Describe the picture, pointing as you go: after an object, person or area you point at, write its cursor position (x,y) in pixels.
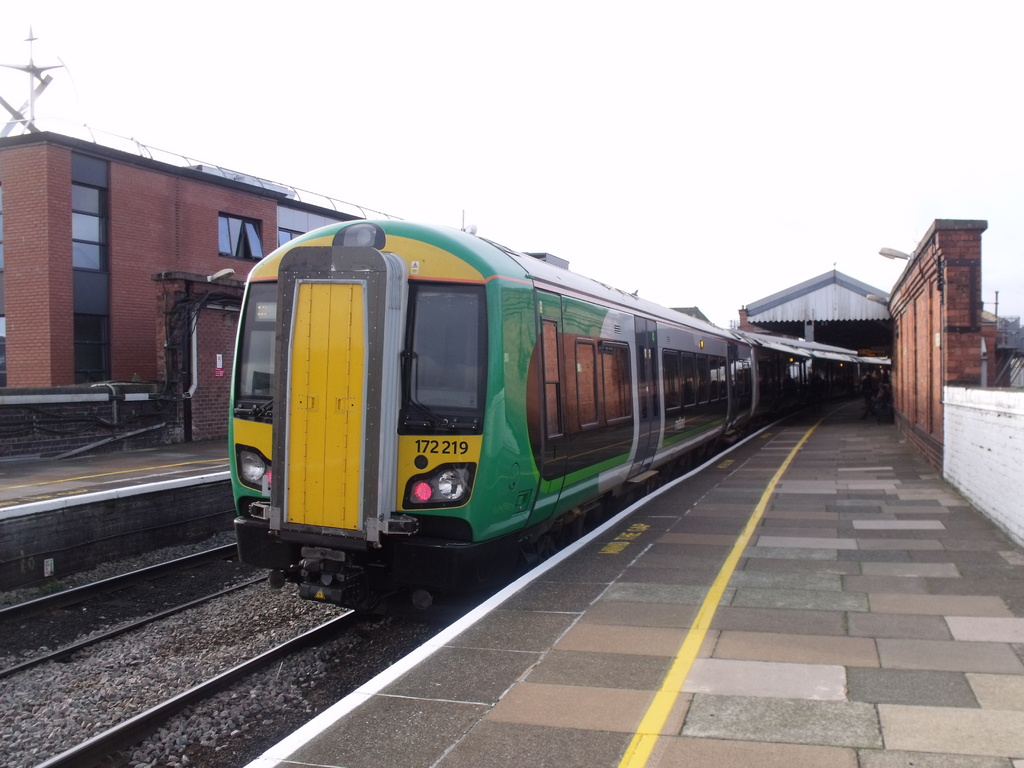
In this picture we can see a train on a railway track (345,640), beside this train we can see platforms (768,605), shed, building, wall (912,423), here we can see poles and some objects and we can see sky (626,154) in the background (592,131).
